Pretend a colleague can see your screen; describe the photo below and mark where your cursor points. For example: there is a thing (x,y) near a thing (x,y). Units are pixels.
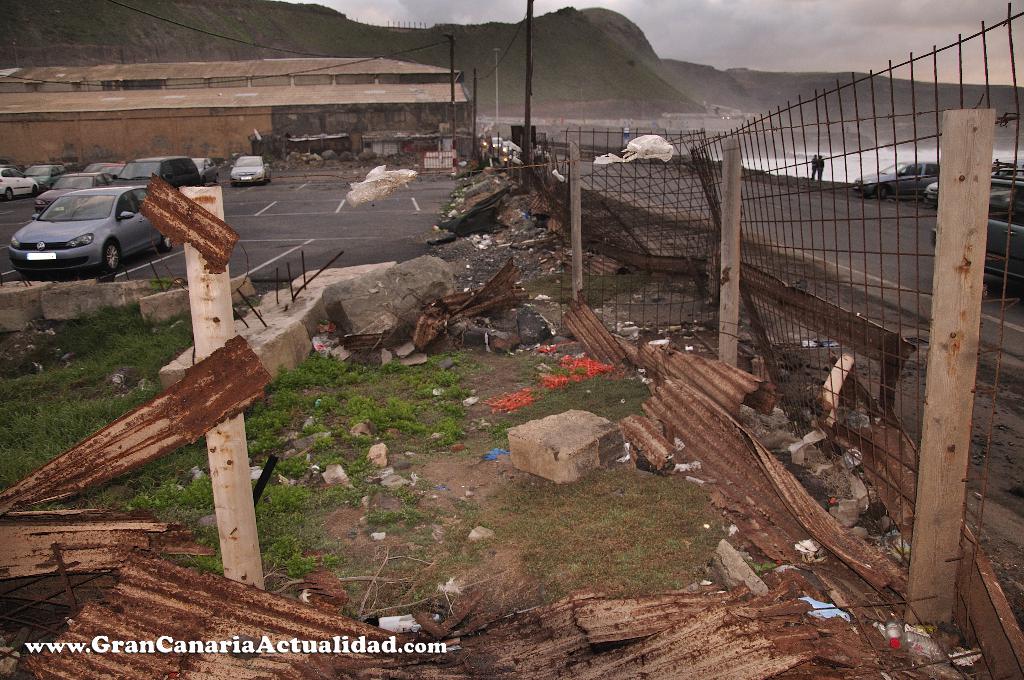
In this image we can see grass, poles (968,285), welded wire mesh (702,174), roof sheets (185,672), stones (58,310), and some objects (509,400). There are cars (151,168), sheds (191,144), wires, road (888,306), people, and water (1009,153). In the background (567,105) we can see mountain (514,72) and sky (756,34) with clouds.
